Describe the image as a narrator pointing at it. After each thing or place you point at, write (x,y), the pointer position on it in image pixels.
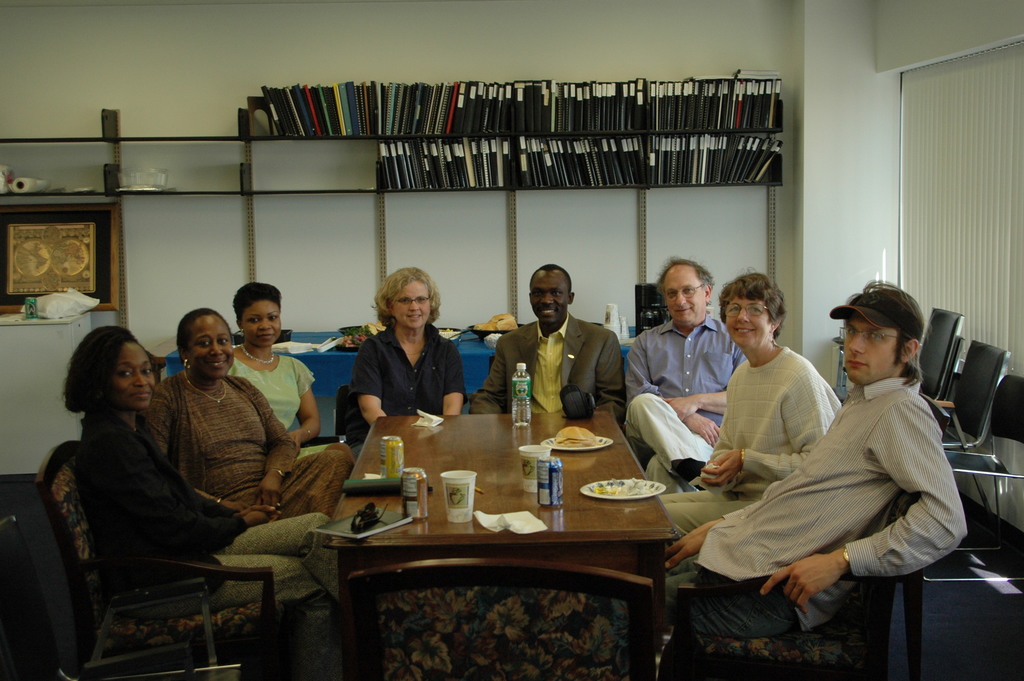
On the background (812,162) we can see wall (879,163), curtain (908,179) and a rack (342,137) where books (445,85) are arranged in a sequence manner. here we can see a frame (89,262). We can see few persons (917,464) sitting on chairs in front of a table (617,506) and smiling. And on the table (512,433) we can see a bottle (529,406), plate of food (578,435), tins (422,491), glasses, tissue paper (532,526). These are empty chairs (967,414).
